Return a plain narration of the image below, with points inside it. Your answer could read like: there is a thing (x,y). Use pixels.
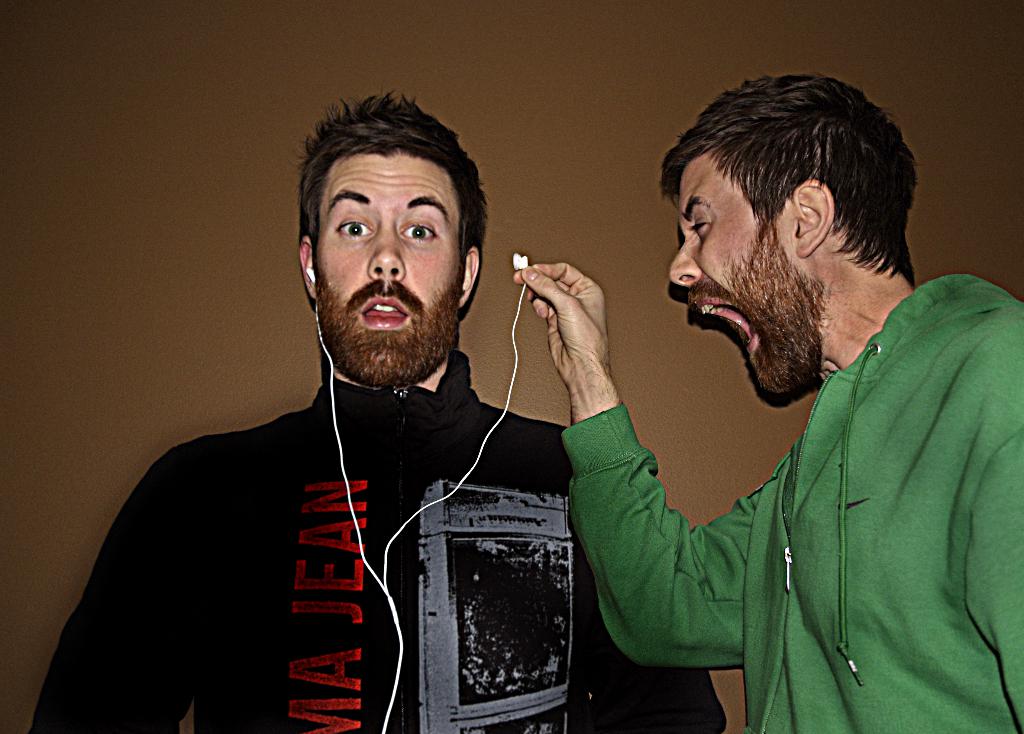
In this image there are two people (425,390), one of them is holding an earphone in his hand (535,279).
